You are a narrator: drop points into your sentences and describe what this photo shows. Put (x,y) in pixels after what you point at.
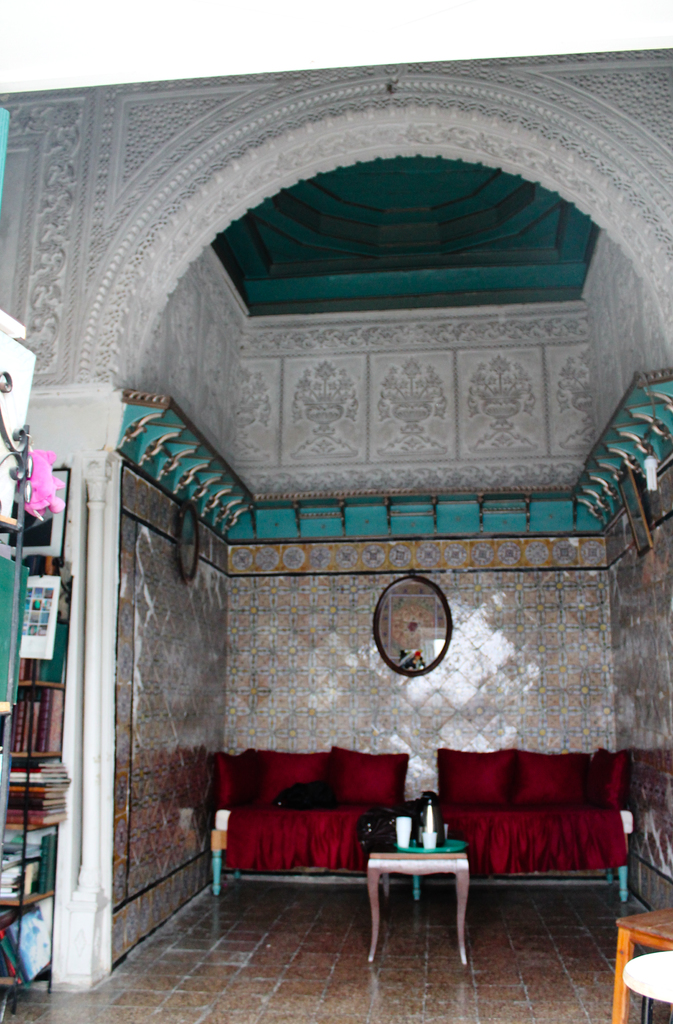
In this image we can see an inside view of a room (446,914) in which we can see chairs (275,825), a table (383,860) on which several items (431,840) are placed. in the background (435,638), we can see photo frames (404,604) on the wall (358,656) and books (40,735) in the rack (22,527).
